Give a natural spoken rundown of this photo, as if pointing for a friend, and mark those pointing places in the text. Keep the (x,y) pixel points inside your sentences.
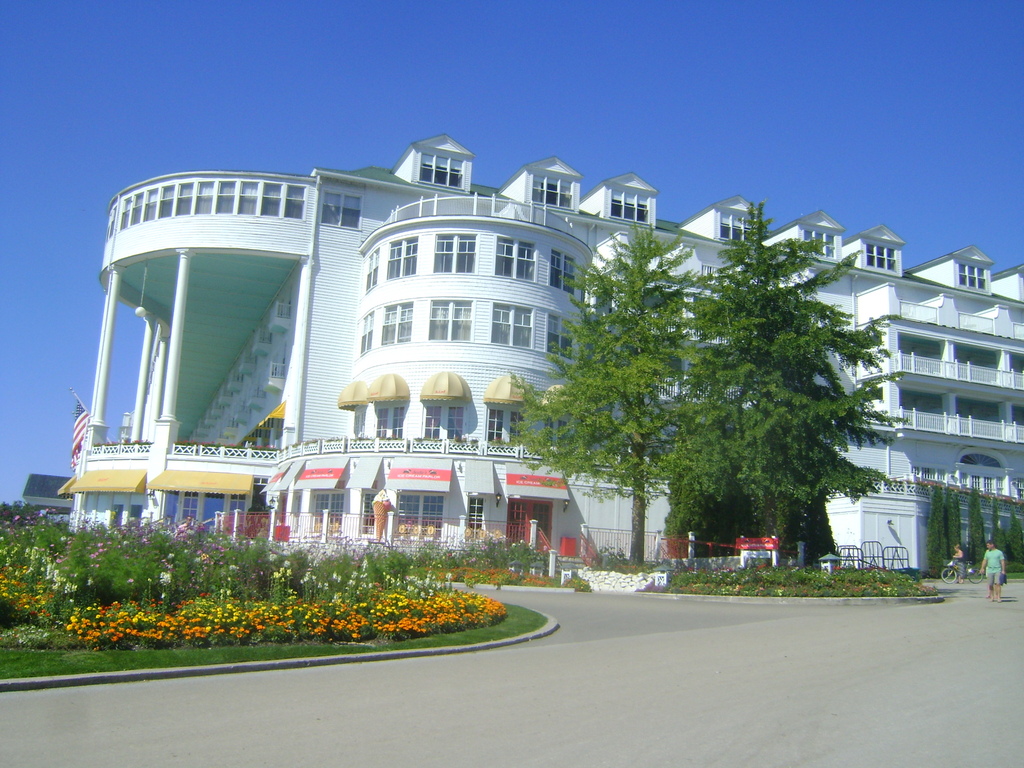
In this image there is the sky (674,77) truncated towards the top of the image (424,67), there is a building (429,329) truncated towards the right of the image (989,459), there are windows (448,267), there is a door (550,505), there are pillars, there is a flag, there are trees (731,331), there are trees (934,516) truncated towards the right of the image (992,502), there is a fencing (308,525), there are plants (56,556) truncated towards the left of the image (37,563), there are flowers (377,613), there is the grass (42,665), there is the road (502,704) truncated towards the bottom of the image (832,697), there is a bicycle (951,572), there are two persons (963,556) on the road (985,589), there is a person (987,564) holding an object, there is a board (742,546), there is text (756,547) on the board (766,539).
